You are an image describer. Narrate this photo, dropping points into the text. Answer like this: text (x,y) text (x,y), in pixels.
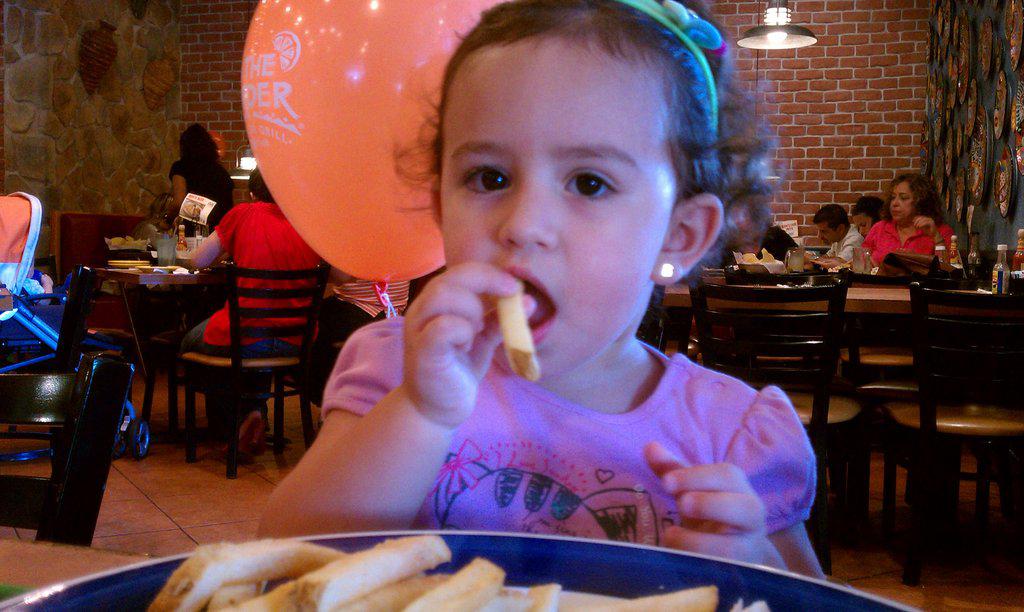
This picture is clicked in the restaurant (890,570). There are many tables (867,300) and chairs (791,299) in the restaurant (227,283). People (221,336) are sitting on chairs (231,328) at the tables (190,281). At the center of the image (491,344) there is a girl (547,483) sitting on chair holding food (506,336) in her hand (490,331). Behind her there is a orange balloon (363,162) with text (265,106) on it. There are lamps (765,31) hanging to the ceiling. In the background (237,137) there is wall (214,85) of red bricks (220,85).
